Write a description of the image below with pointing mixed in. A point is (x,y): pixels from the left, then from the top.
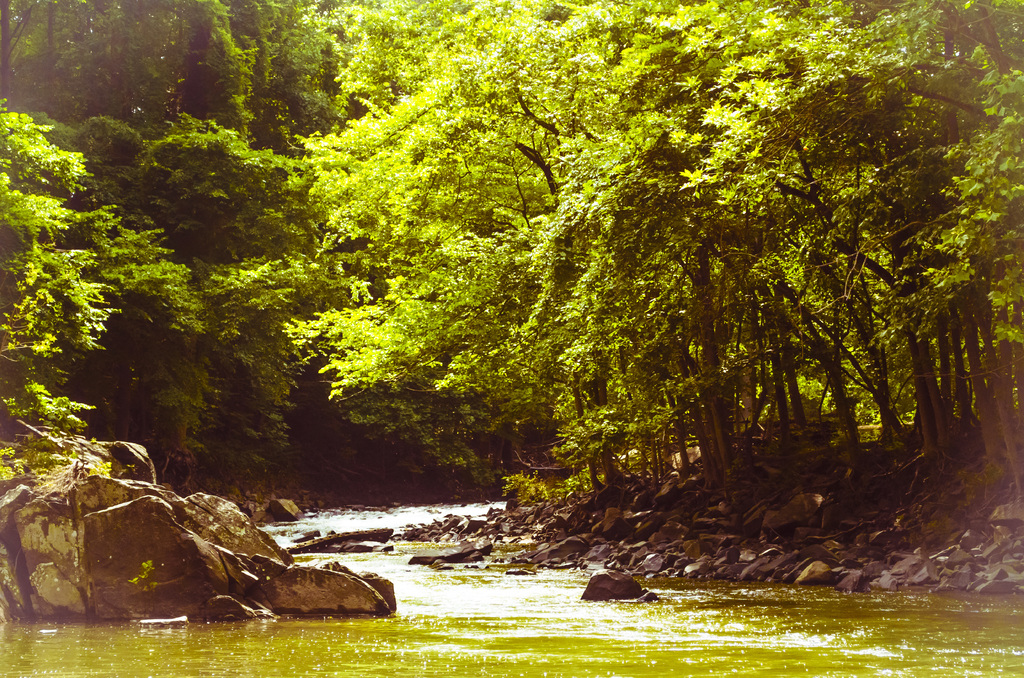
In the center of the image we can see water (565,638). In the background (865,238), we can see a group of trees (737,342) and rocks (762,518).
